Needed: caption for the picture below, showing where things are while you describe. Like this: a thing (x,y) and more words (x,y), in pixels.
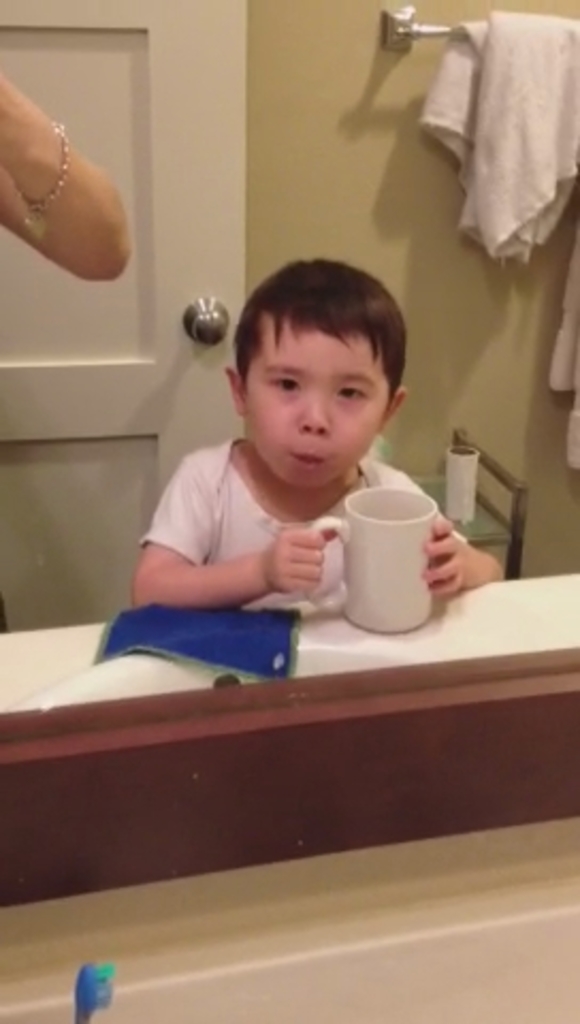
This image has a kid (312,483) who is holding a mug (356,597) in his hand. There is a door (16,83) behind him and a table (494,534) on which a tissue roll (451,462) is placed. There is also a towel (534,83) on the right side (502,70) top corner. On the left side (5,90) there is a hand (98,229) of someone (126,264) who has bracelet (56,187) to their hand (70,232). On the left side (92,979) bottom corner there is a toothbrush (107,985).
